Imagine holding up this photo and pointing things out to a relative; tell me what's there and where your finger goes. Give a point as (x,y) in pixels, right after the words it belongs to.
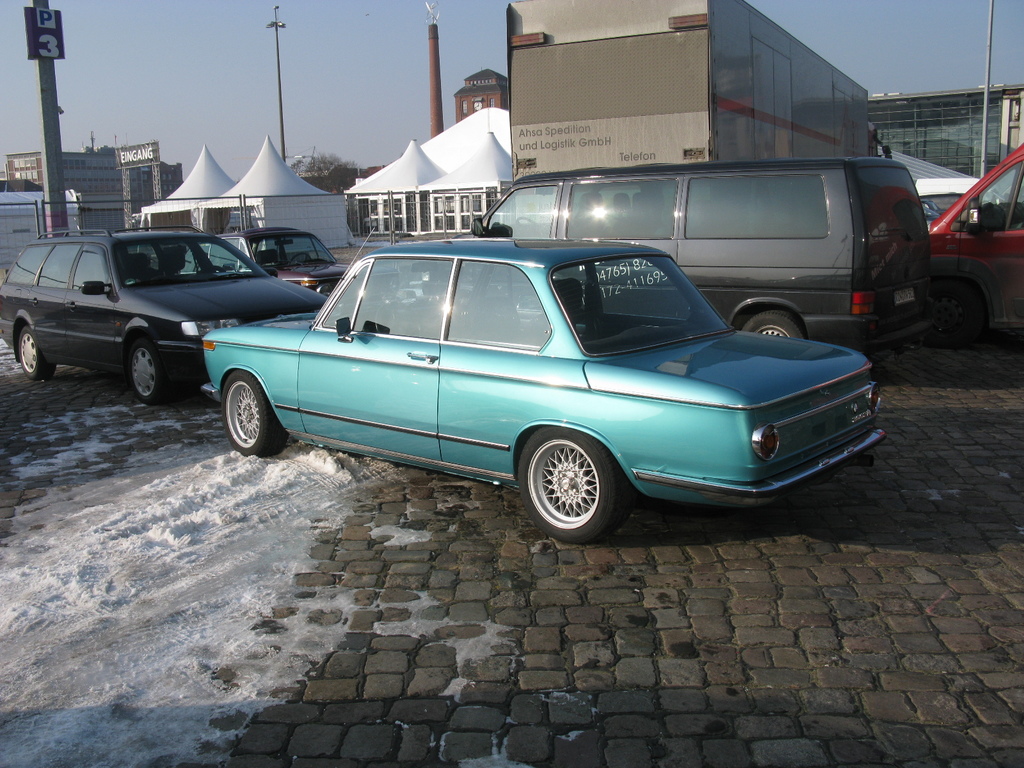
Here we can see vehicles (684,341) on the road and there is a container vehicle (700,124). On the left (142,612) we can see snow (115,558) on the ground (151,558). In the background (156,215) there are tents (248,177), poles (48,110), buildings (85,177), windows (98,162), glass doors (462,207), hoardings (136,150), poles (52,67), trees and sky (307,50).
